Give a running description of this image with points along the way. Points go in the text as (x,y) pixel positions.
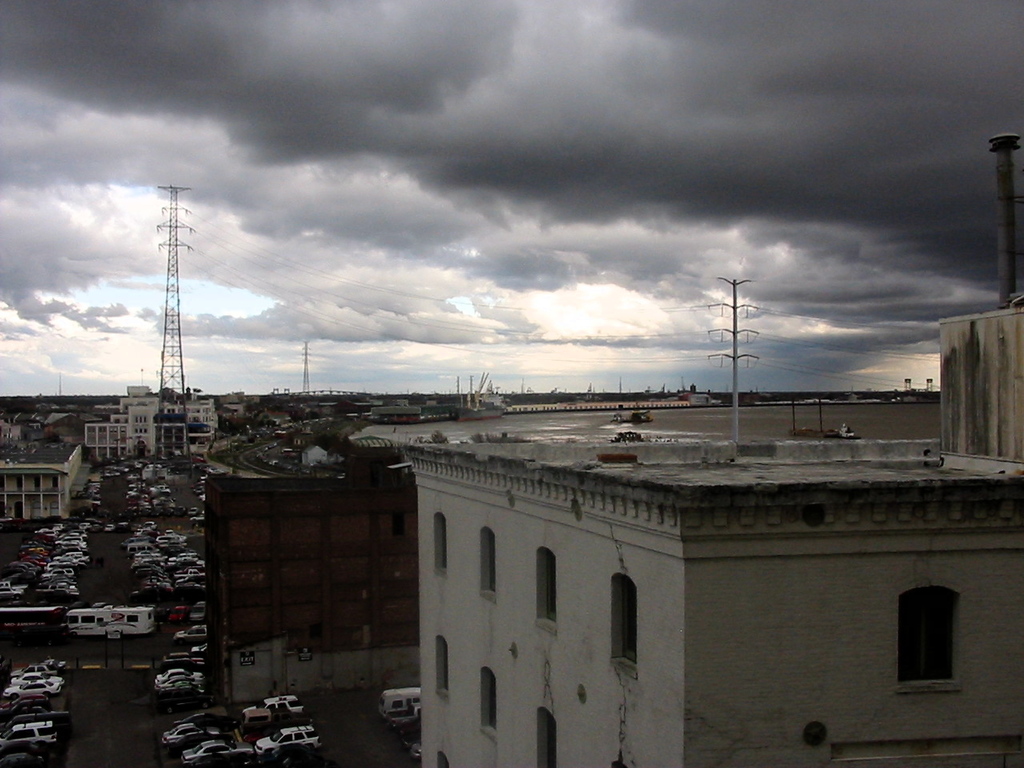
In this image there are buildings (602,559), towers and some vehicles (153,531), and at the bottom (160,710) there is road (330,715) and also there is a hoarding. And in the background (160,403) there are towers (187,410) and wires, at the top (498,154) there is sky (422,73) and the sky (414,129) is cloudy.
